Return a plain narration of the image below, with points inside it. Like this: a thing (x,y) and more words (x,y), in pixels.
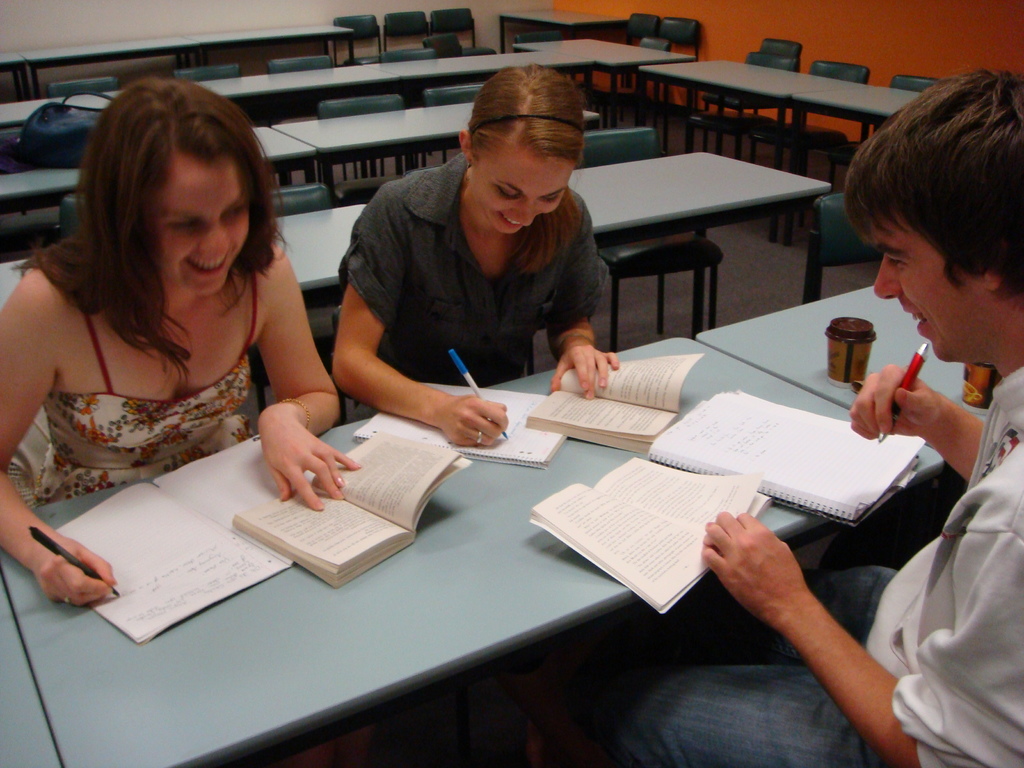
In this image we can see tables (238,93) and chairs (89,80). On the table (506,508) there are books (311,516). Also we can see three persons (375,329) holding pens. Also there are glasses (859,366) on the table (483,512).
